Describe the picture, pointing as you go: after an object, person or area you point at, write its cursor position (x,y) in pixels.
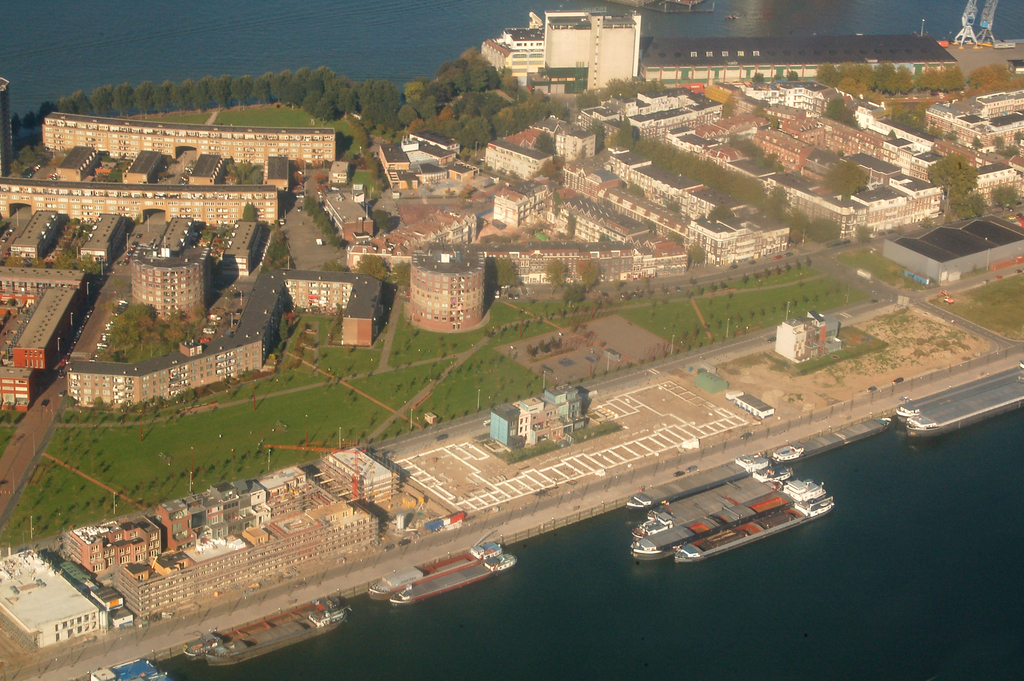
In this image I can see at the bottom (661,605) there is water (762,633), there are ships (748,491) in it. In the middle (596,277) there are trees (552,271) and buildings (633,213), it looks like a miniature (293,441).
